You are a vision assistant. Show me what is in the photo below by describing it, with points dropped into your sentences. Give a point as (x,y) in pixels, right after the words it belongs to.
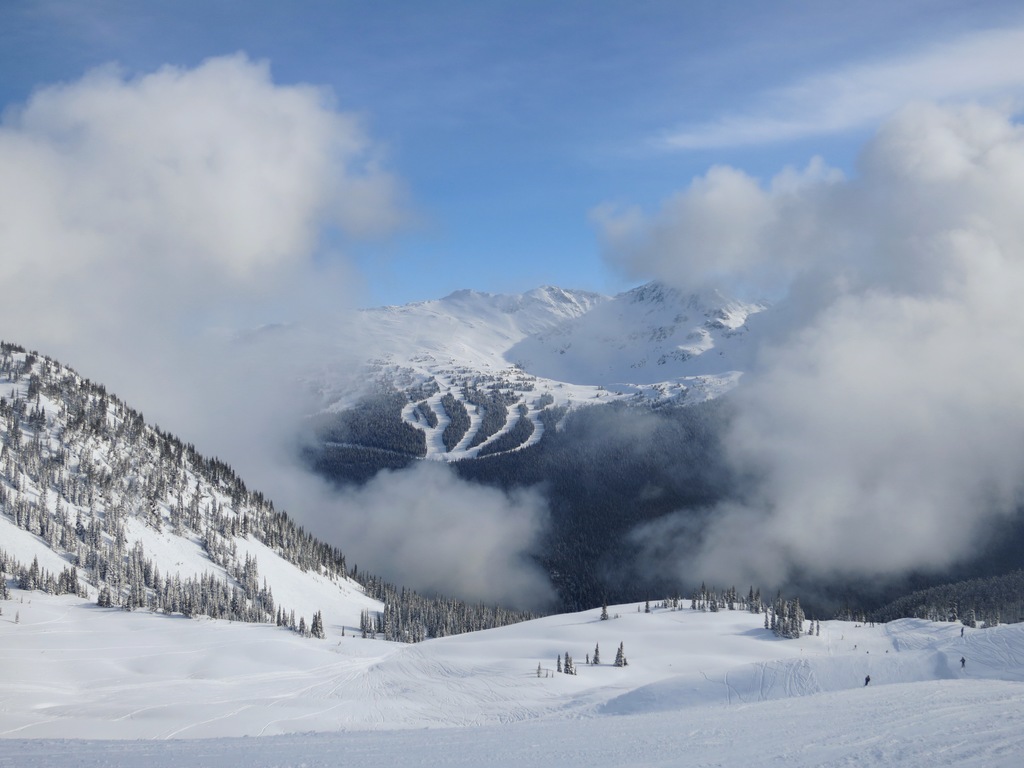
In this image there are mountains (214,556) and trees (471,607) that are covered with snow (858,686), in the background (942,275) there are clouds (906,263).
